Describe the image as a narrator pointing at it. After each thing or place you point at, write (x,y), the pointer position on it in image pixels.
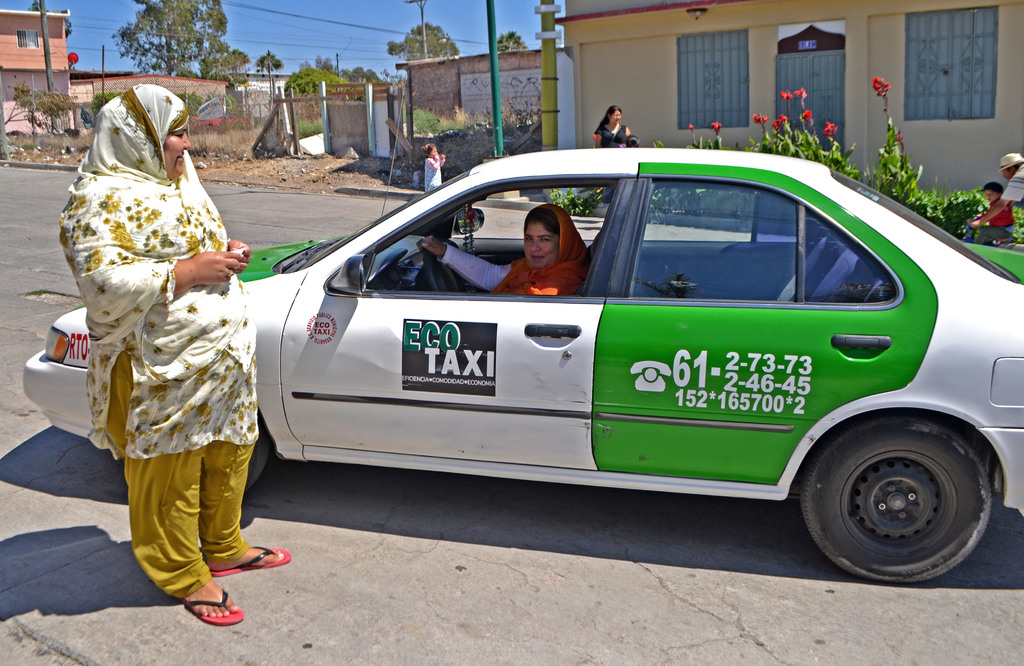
There are two women (221,342) in this image. One women (219,333) is standing and the other woman (509,285) is sitting inside the car (541,341). This car (682,351) is off white and green in color. At background (630,136) I can see another woman (603,134) and a small girl (433,184) standing. This looks like a house (921,71) with windows (925,76) and door (824,77). These are small plants (824,143) with flowers (803,120). This is a tree (184,14) and small building (99,86). At the very right corner of the image (1022,191) I can see a small boy (991,218) and another person (1013,181).
